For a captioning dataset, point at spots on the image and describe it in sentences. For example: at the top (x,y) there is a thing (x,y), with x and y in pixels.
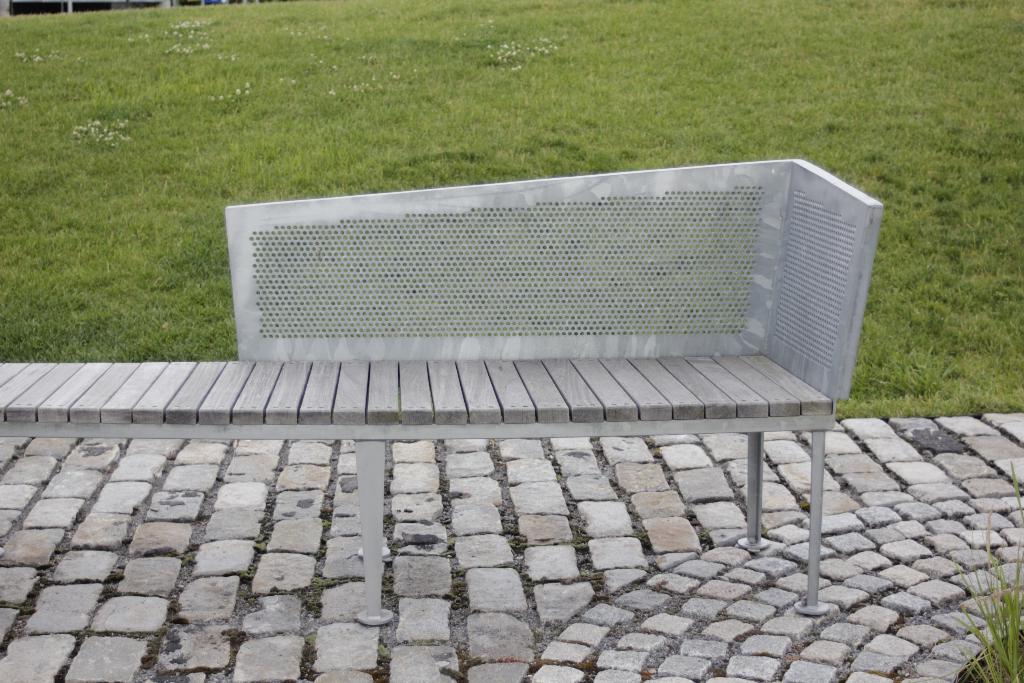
In the picture we can see a stones path (500,610) with a bench (565,378) on it and behind it we can see a grass surface (745,92).
